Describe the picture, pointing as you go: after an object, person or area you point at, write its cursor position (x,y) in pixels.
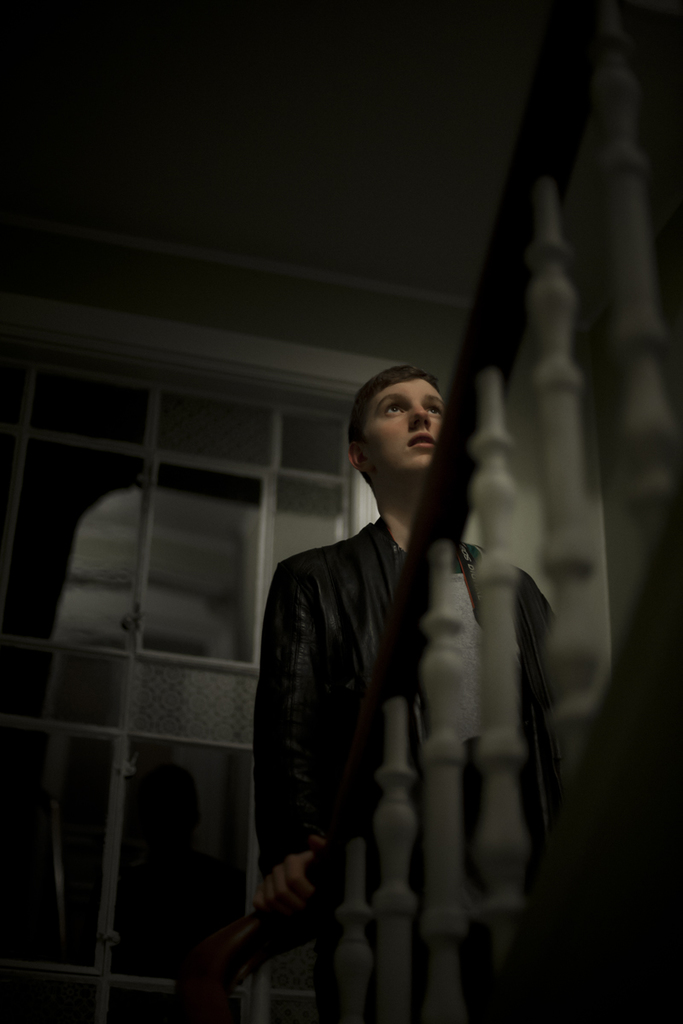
In this picture there is a boy (387,388) in the center of the image (271,682) and there is a window (48,720) in the background area of the image (169,847), there is a boundary (565,131) in front of him.
